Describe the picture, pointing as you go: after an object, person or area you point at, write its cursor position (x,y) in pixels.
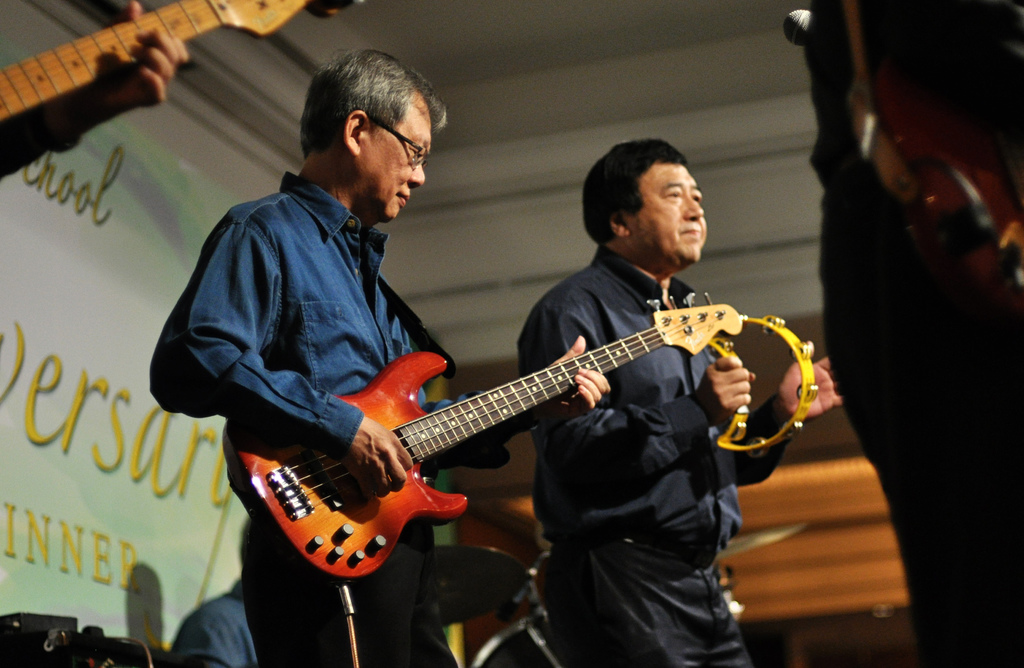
In this image, In the middle (371,324) there are some people (725,487) standing and holding the music instruments (744,423), In the left side (64,460) there is a white color poster (71,424) and white color roof (605,111) and wall (762,159).
